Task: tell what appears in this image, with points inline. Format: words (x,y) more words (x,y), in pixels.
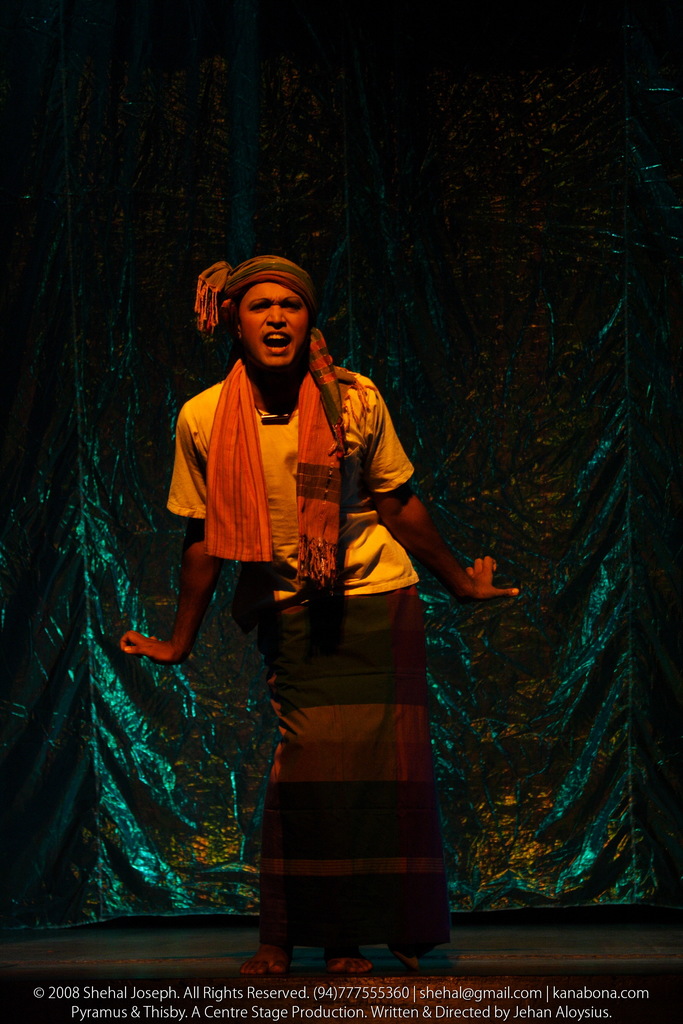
In this picture there is a person (289,278) standing. At the back (43,491) it looks like a curtain (640,790). At the bottom (635,940) there is a floor (590,961) and there is text (493,1003).
